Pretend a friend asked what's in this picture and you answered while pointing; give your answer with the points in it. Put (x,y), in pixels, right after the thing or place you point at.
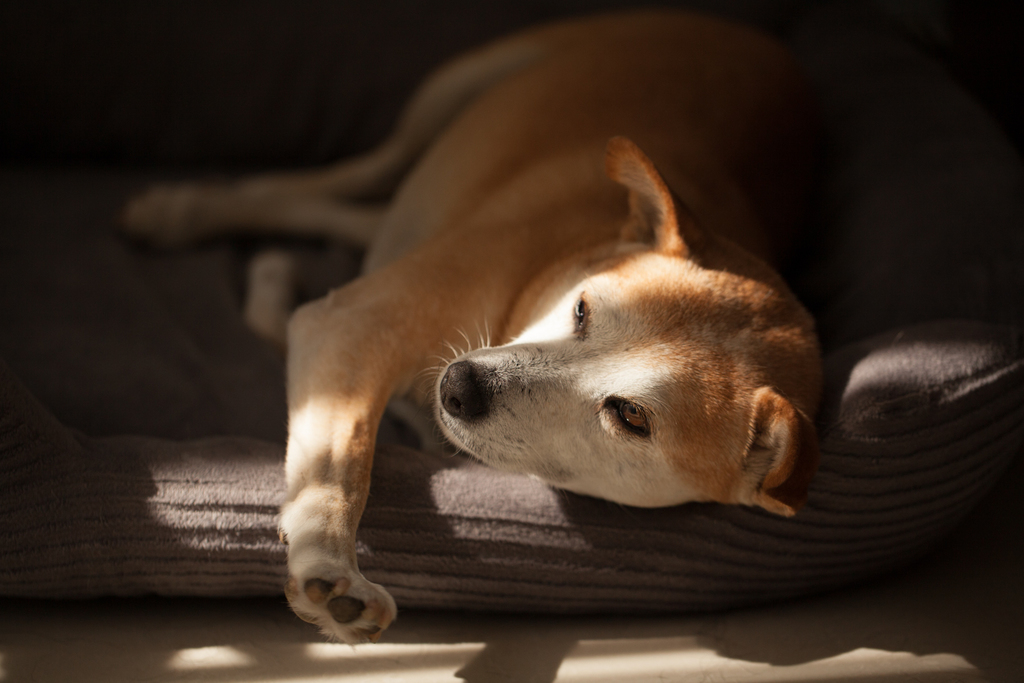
In this image I can see a dog (545,204) lying on the bed (839,338). The dog (684,333) is in brown and white color. The bed (245,528) is in grey color.
